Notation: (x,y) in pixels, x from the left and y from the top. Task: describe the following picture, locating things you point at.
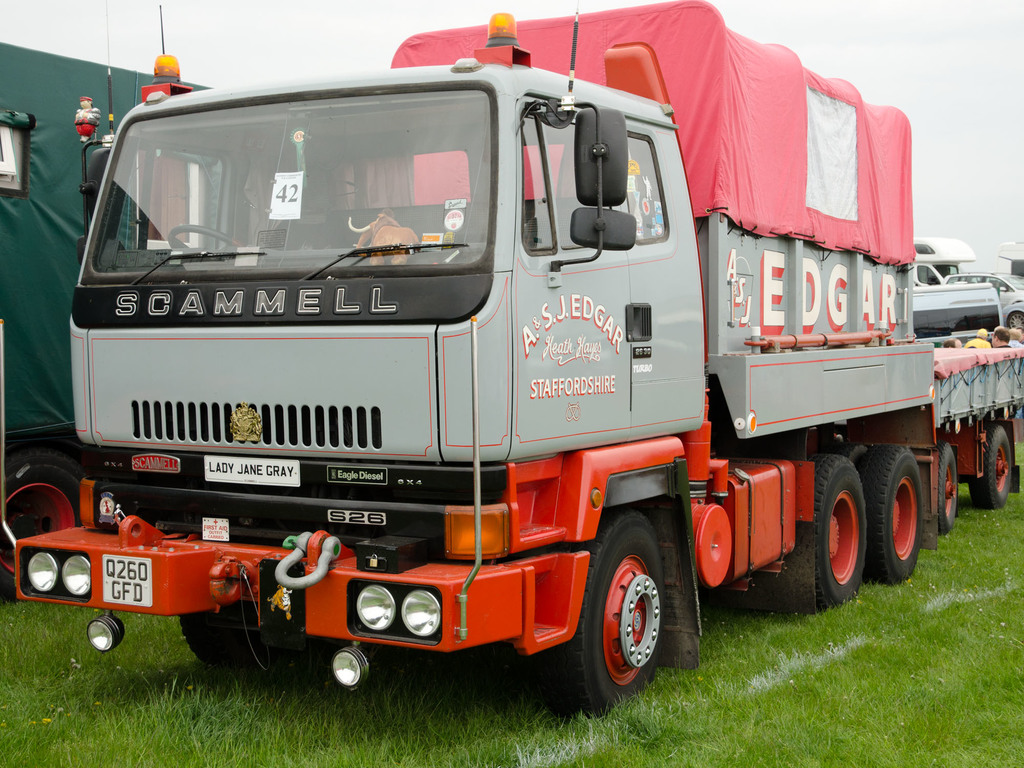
In front of the image there are vehicles (678,417). There are people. At the bottom of the image (814,712) there is grass (727,700) on the surface (720,697). At the top of the image (983,76) there is sky (1017,103).
